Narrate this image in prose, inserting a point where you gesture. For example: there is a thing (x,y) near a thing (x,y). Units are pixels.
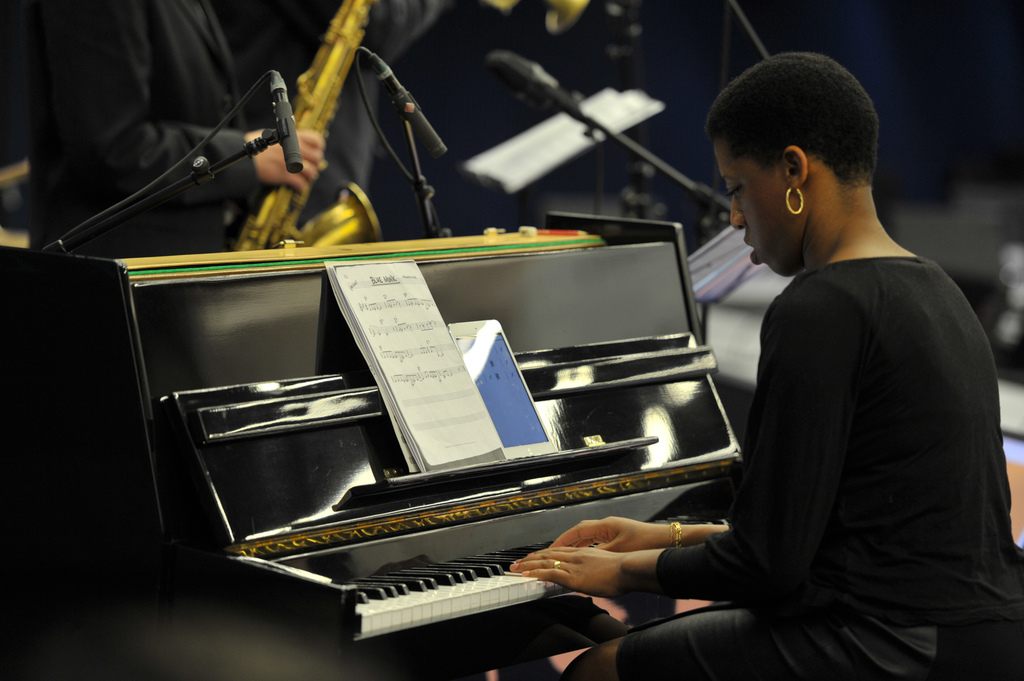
This picture shows a woman (825,184) seated and playing a piano (432,523) and we see a book (424,422) in front of her.
